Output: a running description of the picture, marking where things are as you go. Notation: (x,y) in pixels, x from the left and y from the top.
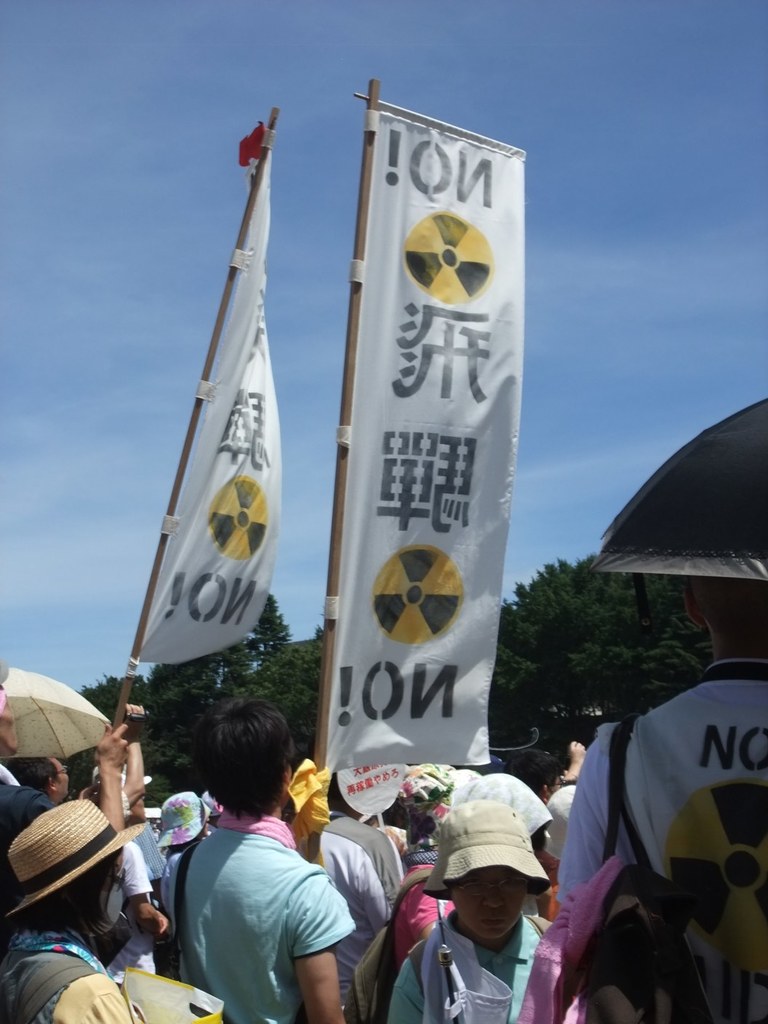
Here we can see few people (402,934), among them few wore hat (540,886) on their head (5,743) and two persons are holding hoarding sticks (385,513) and we can also see two umbrellas (725,485). In the background (640,118) there are trees (686,649) and clouds (121,631) in the sky (350,135).
